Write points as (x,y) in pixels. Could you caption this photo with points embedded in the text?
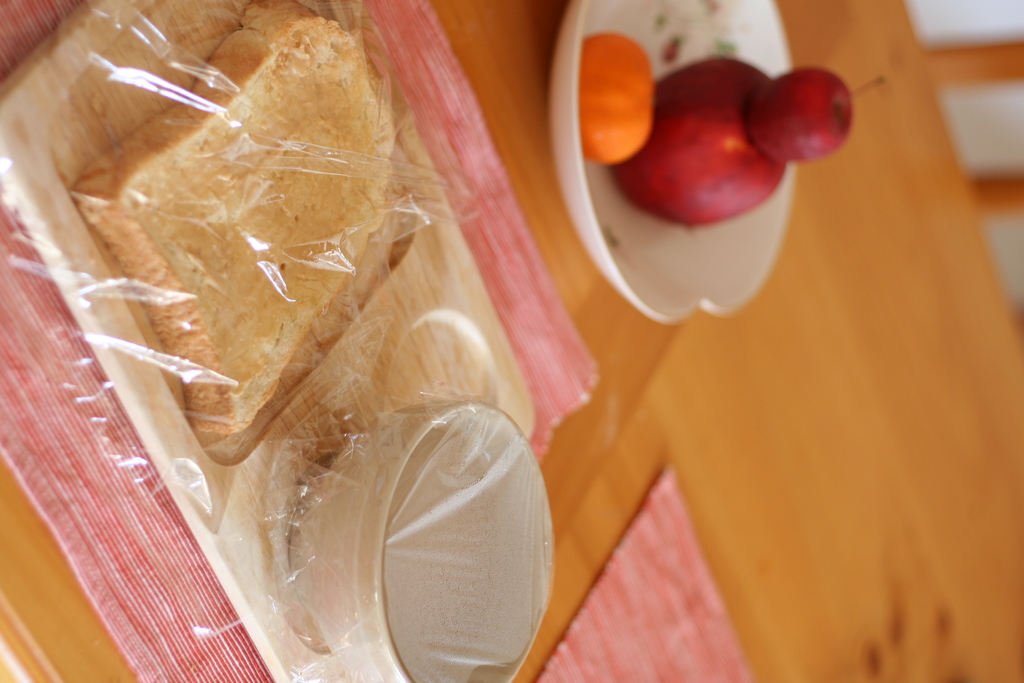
In the image we can see wooden surface (785,479), on it we can see napkins (581,378) and a bowl (616,190). On the napkin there is a wooden plate (294,528) and food items (215,426) in it, and in the bowl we can see fruits (673,164).
